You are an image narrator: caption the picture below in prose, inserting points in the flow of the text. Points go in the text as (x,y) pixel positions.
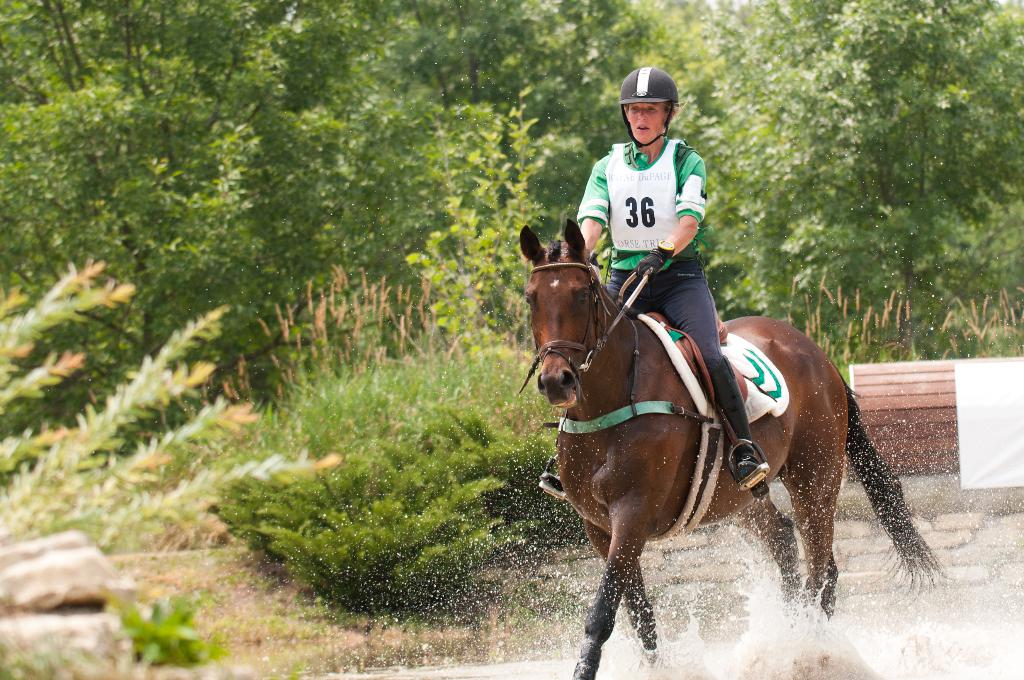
In this picture we can see a person (671,287) wearing a helmet (667,85), shoes (743,456) and riding a horse (726,481). At the bottom portion of the picture (947,655) we can see water (758,655). In the background (734,30) we can see trees (54,145) and plants (363,404). On the right side of the picture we can see the wall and a white object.
